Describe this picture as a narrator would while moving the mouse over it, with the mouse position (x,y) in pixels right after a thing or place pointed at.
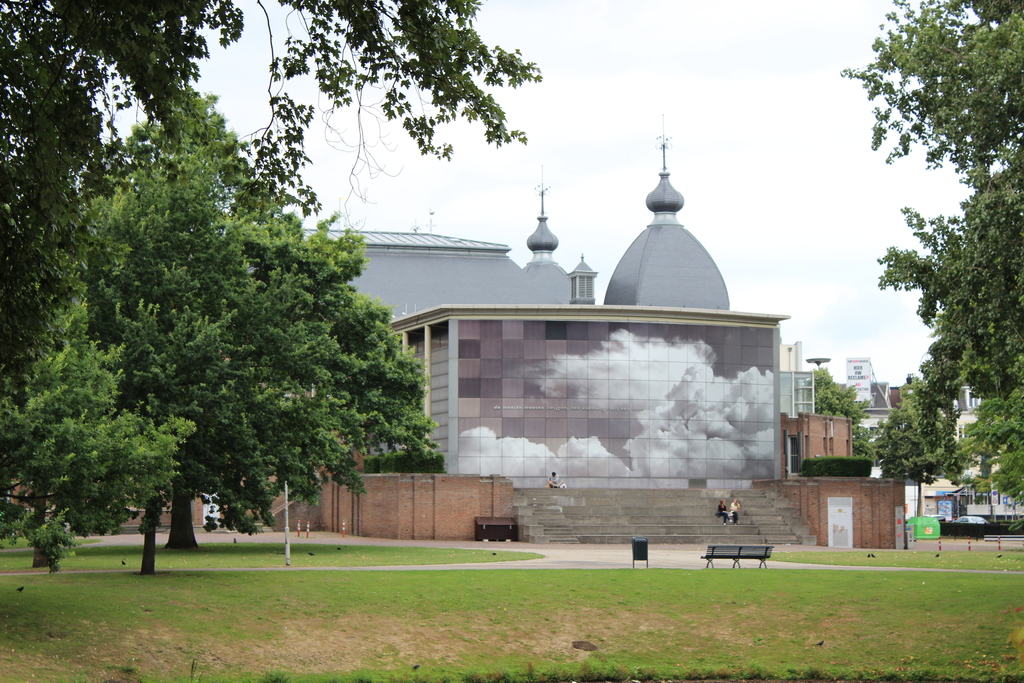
In the image there is grassland (581,661) in the front (190,612) with trees (125,419) on either side and in the back (672,291) there is a palace (627,317) with buildings (835,425) behind it and above its sky (743,109).
